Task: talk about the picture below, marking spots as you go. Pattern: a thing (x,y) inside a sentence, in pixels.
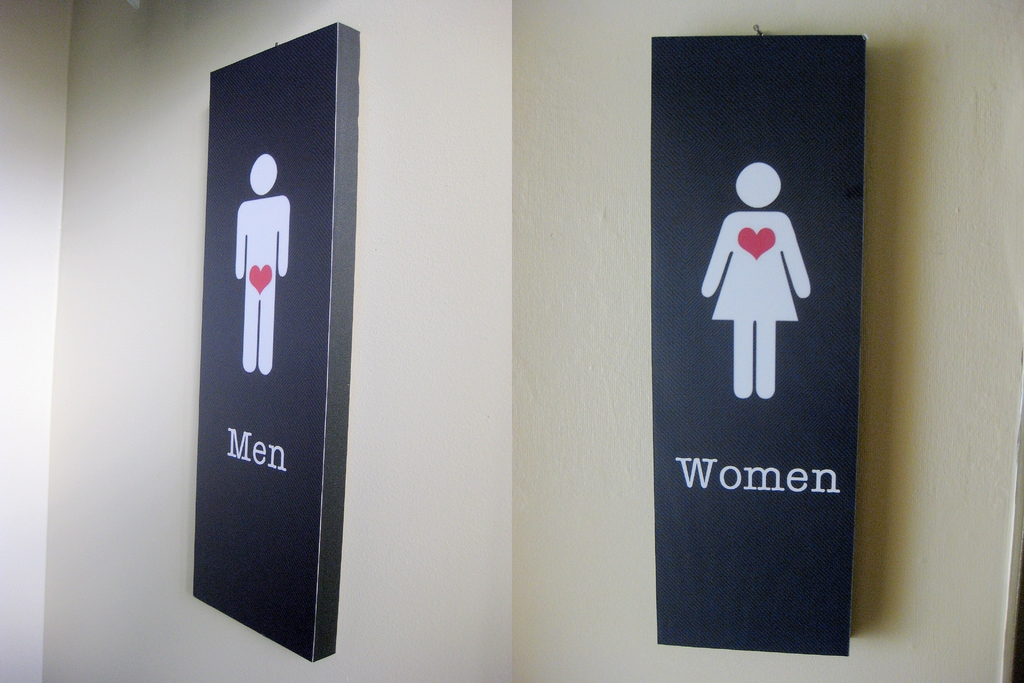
This picture is a collage of two images. I can observe two black color boards (235,405) hanged to the walls (637,500). There is some text (262,465) on the two boards (744,295). The walls (137,265) are in cream color.
